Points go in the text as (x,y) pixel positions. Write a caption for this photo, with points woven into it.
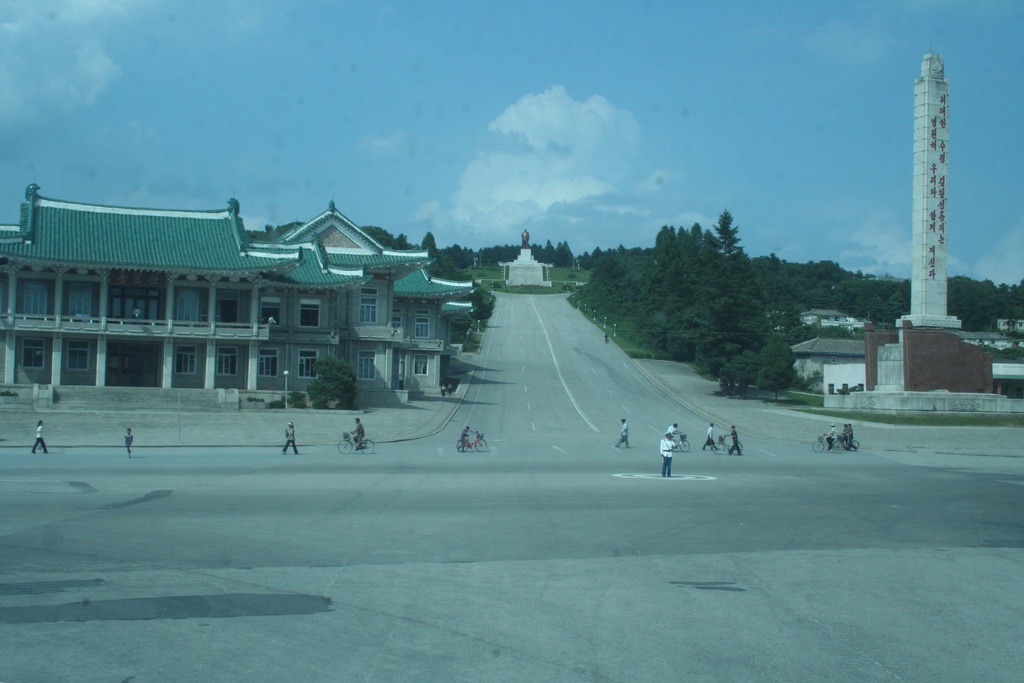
In this image there are few people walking and few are bicycling on the road (464,514). There is a tower (917,268), a statue (538,275) and also building (260,324) in this image. Image also consists of many trees (687,285). At the top (264,86) there is sky (382,103) with some clouds (537,158).
